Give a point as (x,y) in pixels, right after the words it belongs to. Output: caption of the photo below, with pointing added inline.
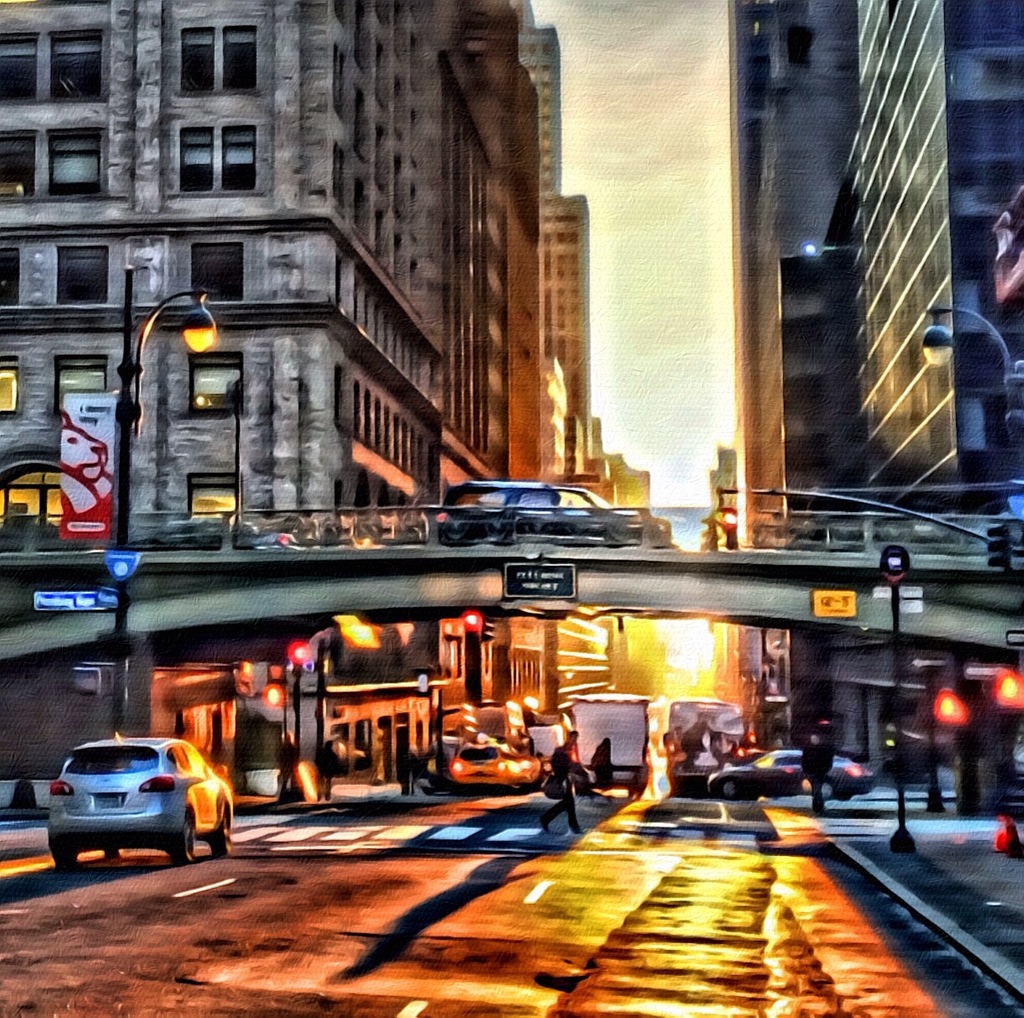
This image looks like it is edited. At the bottom (469,922), there is a road (432,871). On the left (179,265) and right, there are buildings (579,290) along with windows (933,404). In the middle (565,571), there is a bridge (603,588) on which we can see a car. At the bottom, there are few persons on the road (660,813). At the top (643,91), there is sky (638,96).
